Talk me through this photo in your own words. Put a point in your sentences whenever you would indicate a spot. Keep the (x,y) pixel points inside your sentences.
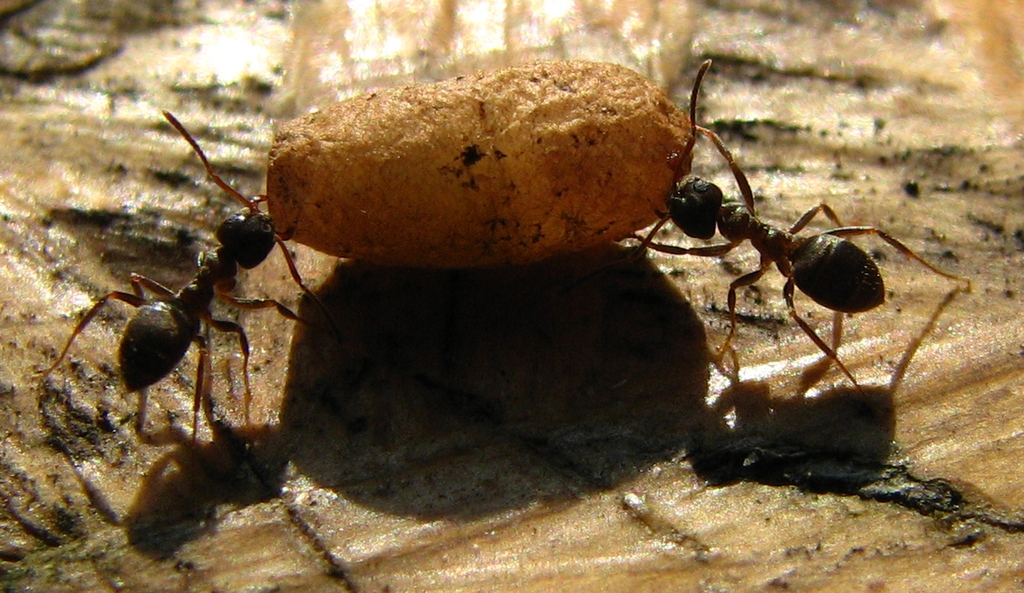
In the foreground (647,141) I can see two ants (113,291) and an object (618,216) on the ground (84,109). This image is taken during a sunny day.
